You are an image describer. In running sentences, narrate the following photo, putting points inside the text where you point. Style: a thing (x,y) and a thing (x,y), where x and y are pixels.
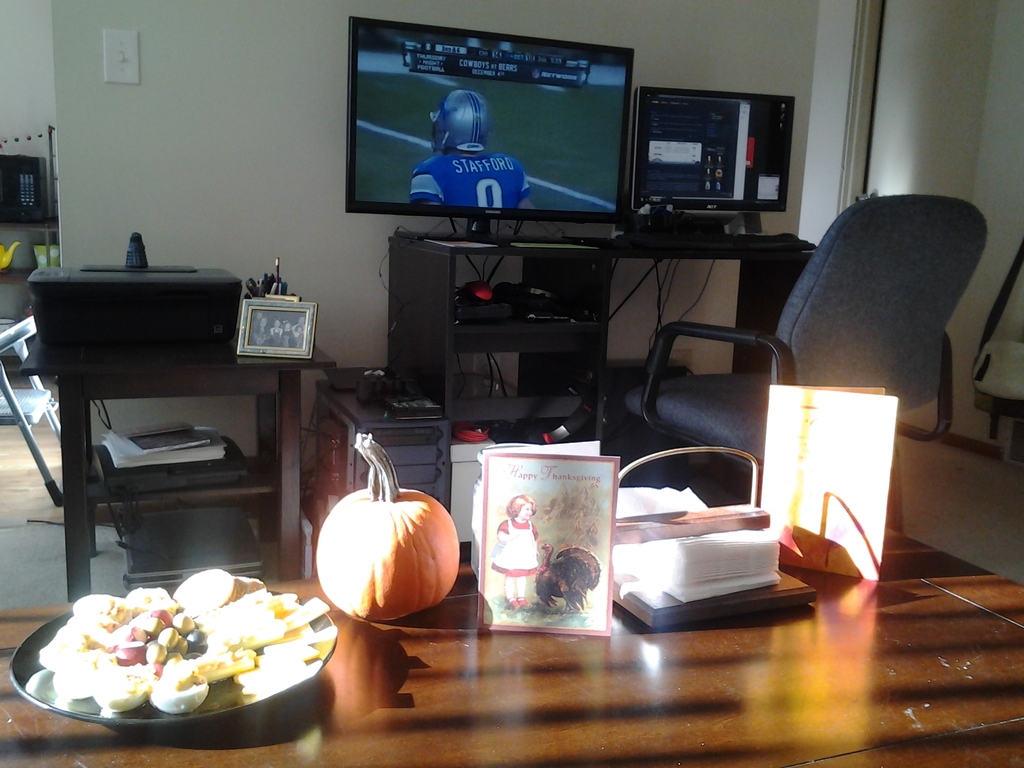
In this image I can see few stuffs (56,711) on this table (430,744). In the background (250,347) I can see a photo frame (287,307) and a television (384,110).
